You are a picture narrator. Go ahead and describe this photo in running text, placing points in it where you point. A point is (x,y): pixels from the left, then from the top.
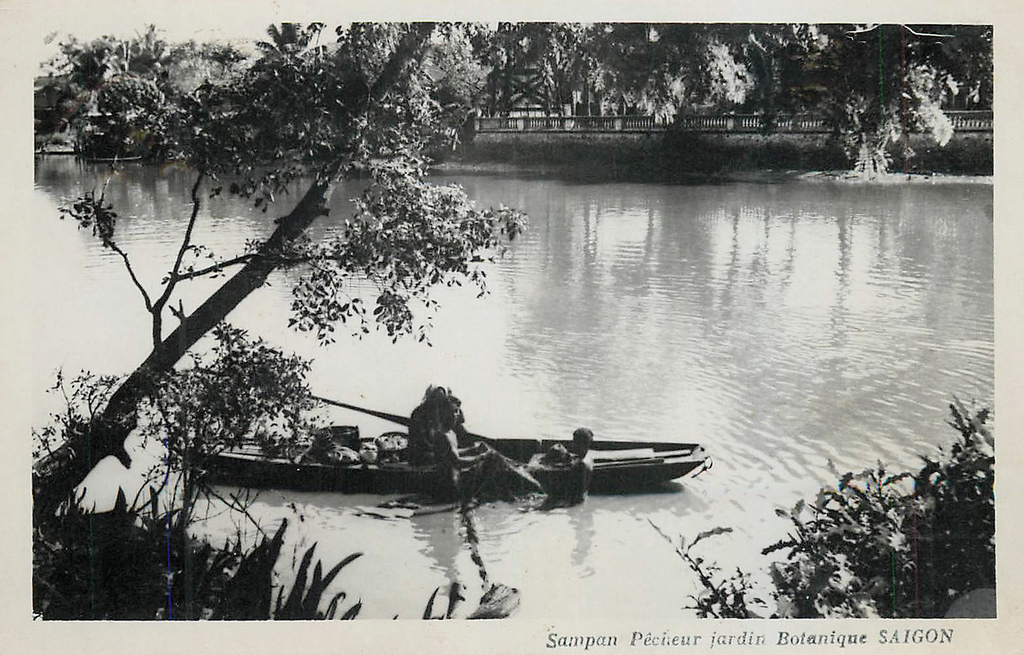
It is the black and white image in which there is a boat (334,465) in the water (668,349). In the boat (358,479) there are few people (410,432) sitting in it and rowing with the sticks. At the bottom (968,489) there are plants (918,543). In the background (577,129) there is a wall (524,147) and above the wall (525,154) there is railing (805,123).
